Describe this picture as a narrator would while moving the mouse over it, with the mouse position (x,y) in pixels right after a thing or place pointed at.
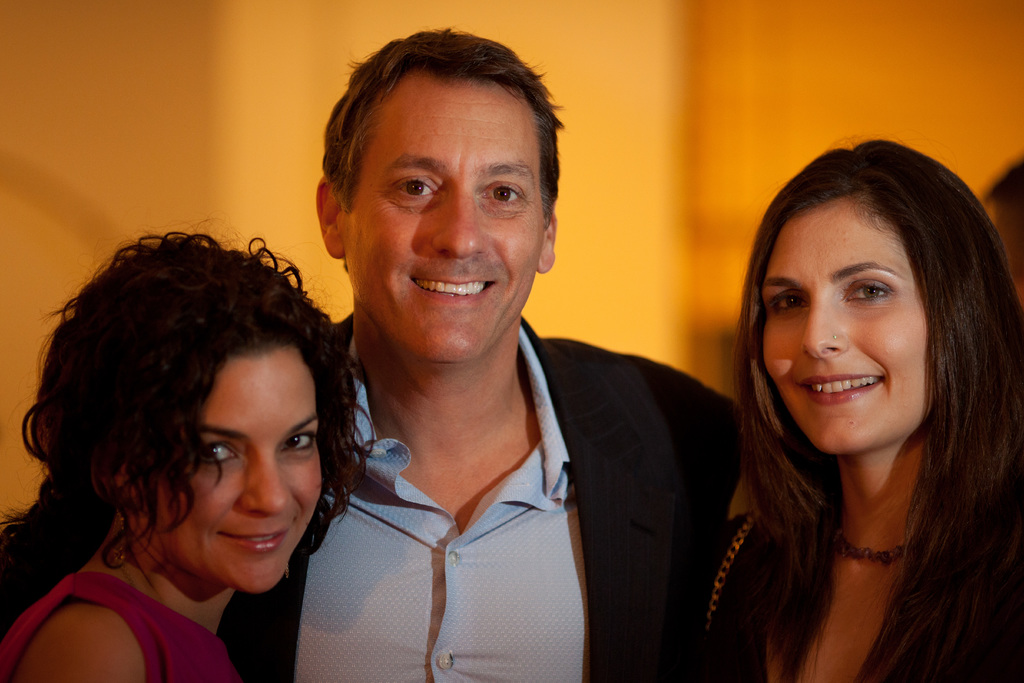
This picture describe about the man (516,453) wearing a blue shirt (505,628) and black coat (539,356) standing in the middle of the image (470,318), smiling and giving a pose into the camera. On the right (751,451) and left side (118,562) we can see two woman (806,602) standing beside him, smiling and giving a pose into the camera. In the background (108,139) we can see yellow color wall (680,51).
